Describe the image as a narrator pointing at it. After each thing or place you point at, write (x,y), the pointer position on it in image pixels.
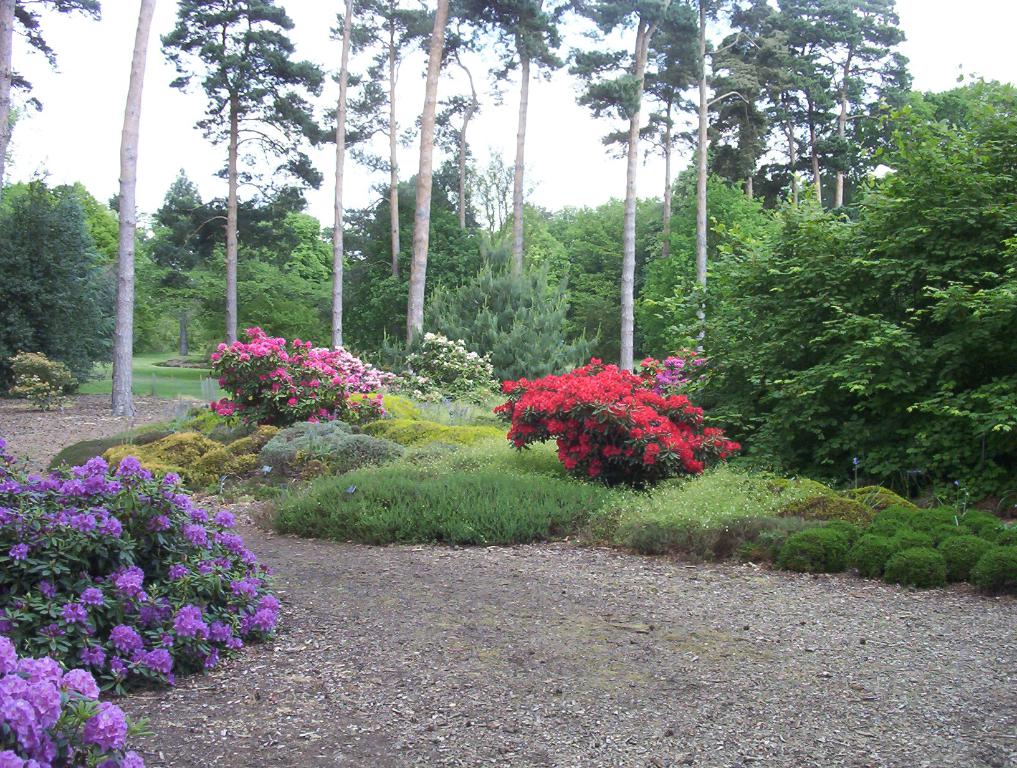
In this picture we can see grass (475,538), some plants (730,463) and flowers (548,408) at the bottom (30,529), in the background (816,399) there are some trees (577,231), we can see the sky (116,74) at the top of the picture (107,68).
